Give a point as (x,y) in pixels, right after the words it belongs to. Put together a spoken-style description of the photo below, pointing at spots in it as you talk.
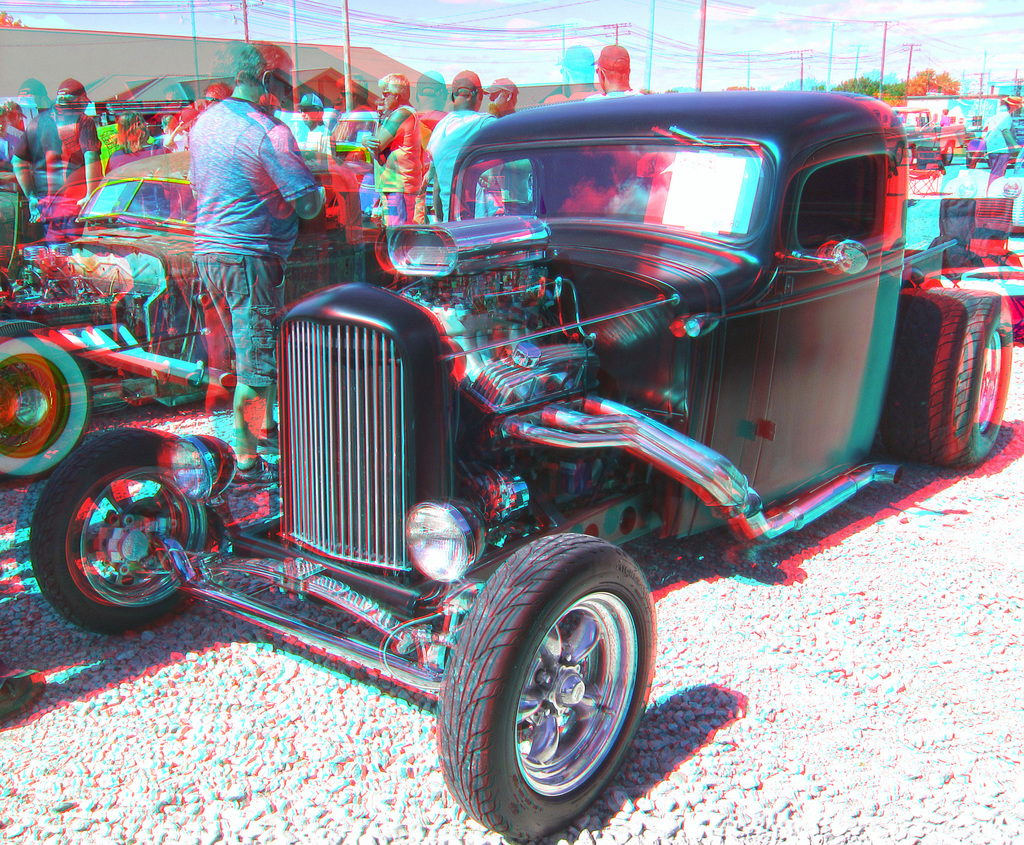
In this image, we can see vehicles (332,461) on the ground (368,697) and in the background (311,60), there is a building (116,43), people (73,129), trees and poles (859,53) along with wires (834,57).
